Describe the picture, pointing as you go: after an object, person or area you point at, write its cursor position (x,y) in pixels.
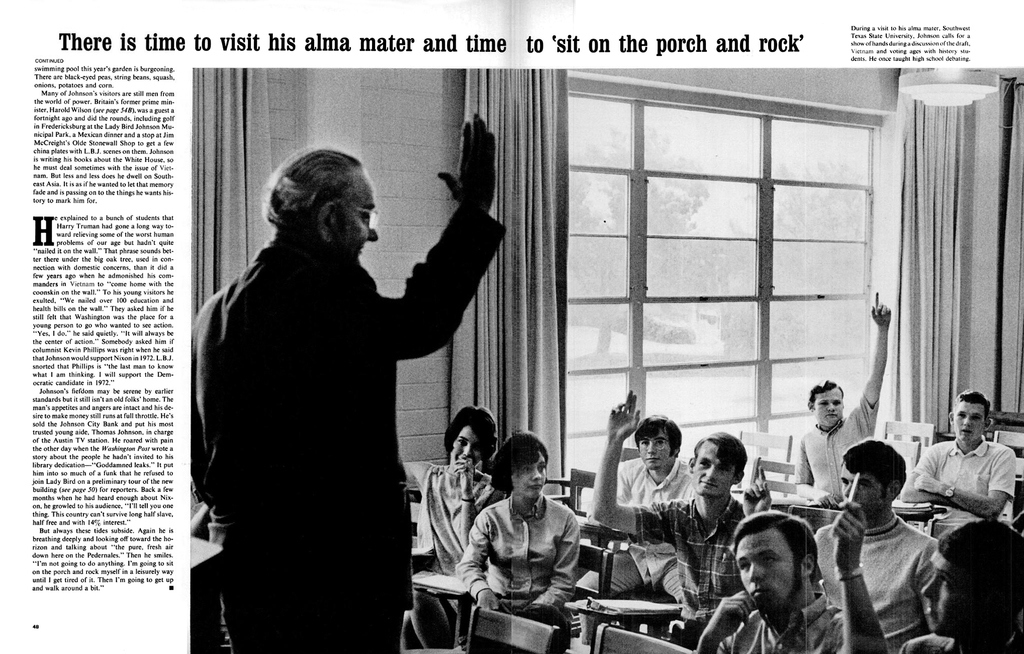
This is an article (120,115) of something written. Also there is an image of a person (359,367) standing and wearing specs (372,212). There are many people (701,522) sitting on chairs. Also there is a wall (412,120) with curtains (1004,235) and windows (778,288).
